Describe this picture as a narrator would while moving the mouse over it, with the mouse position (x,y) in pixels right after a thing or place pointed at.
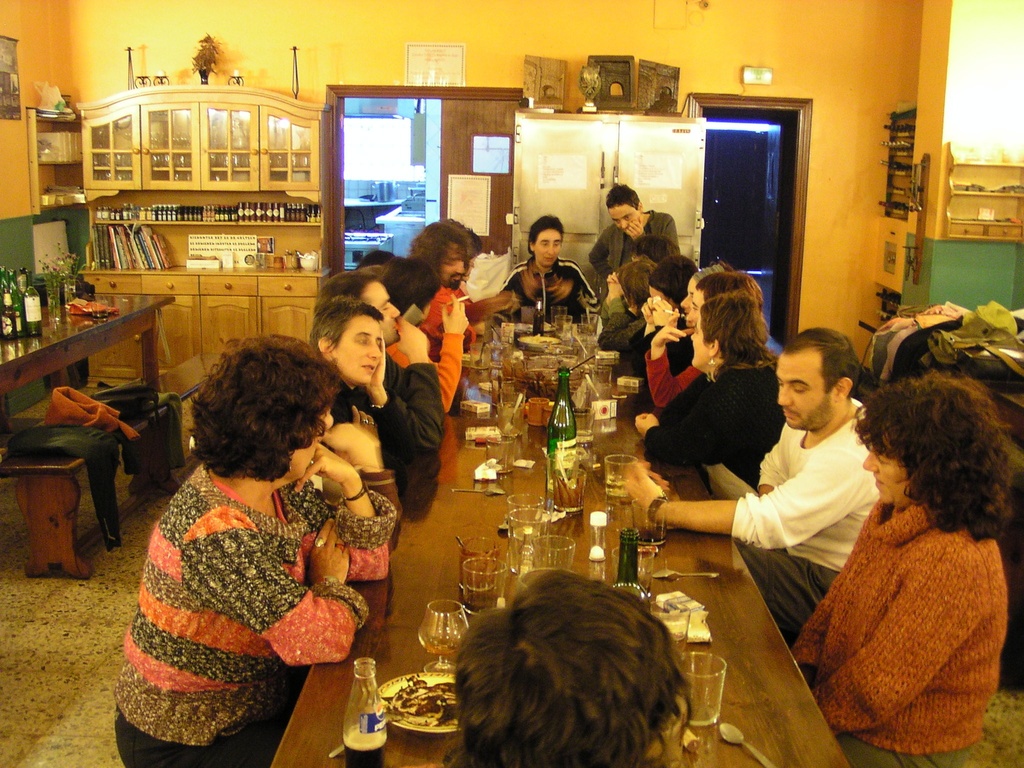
There are many people (647,379) sitting over a table (783,722). And on the table (757,639) there are many glasses (568,479), bottles (568,409), plates (421,724) and food items (438,707). In the background (736,206) there is a door (713,167). There are many bottle (215,214) on the shelf (176,200). books (142,240) are kept on the shelf (171,247). There are drawers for the shelf (212,303). Some jackets (70,445) are kept on the bench (70,475).
